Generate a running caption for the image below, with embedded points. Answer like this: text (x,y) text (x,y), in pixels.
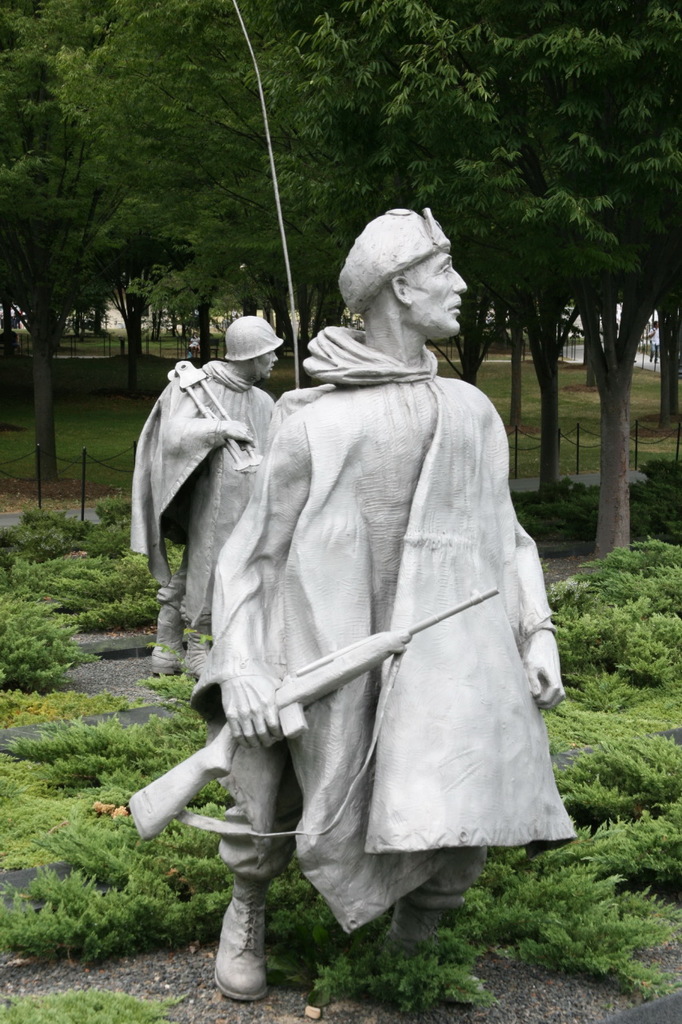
In the foreground of this image (283,583), there are statues (257,557) around which, there are plants (614,697). In the background (346,167), there are trees (222,167).
